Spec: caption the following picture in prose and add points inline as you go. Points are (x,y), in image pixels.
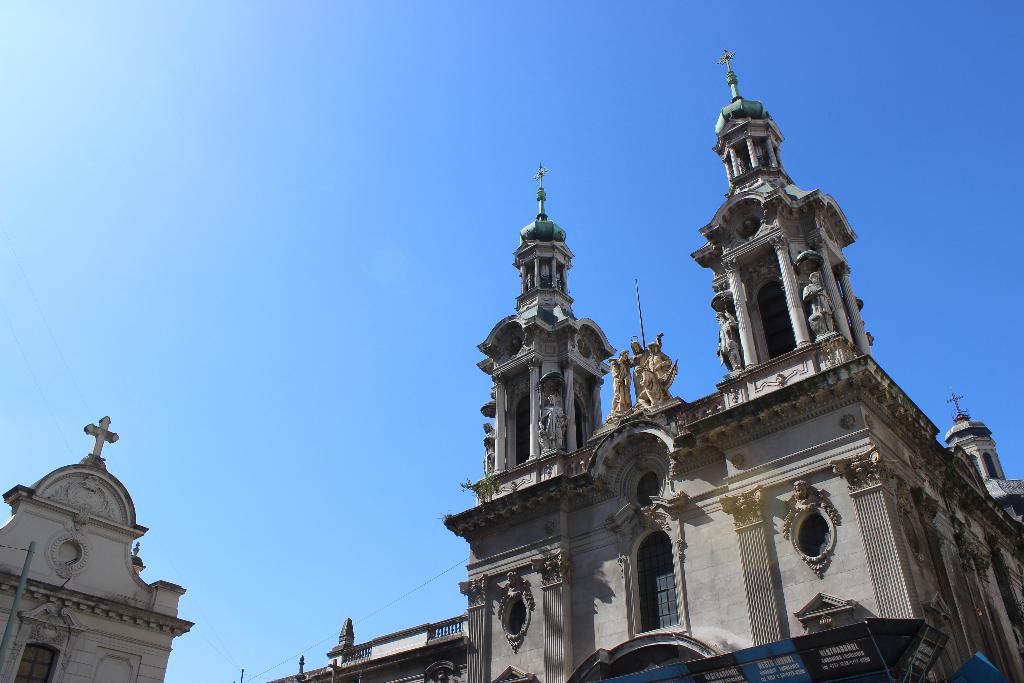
In this picture we can observe a building (705,592). There are some statues (619,387) on the top of the building (581,382). We can observe pillars (754,353) and two towers (558,287). On the left side (95,448) there is a cross (97,434) on the top of this building (81,559). In the background (355,309) there is a sky (362,134).
